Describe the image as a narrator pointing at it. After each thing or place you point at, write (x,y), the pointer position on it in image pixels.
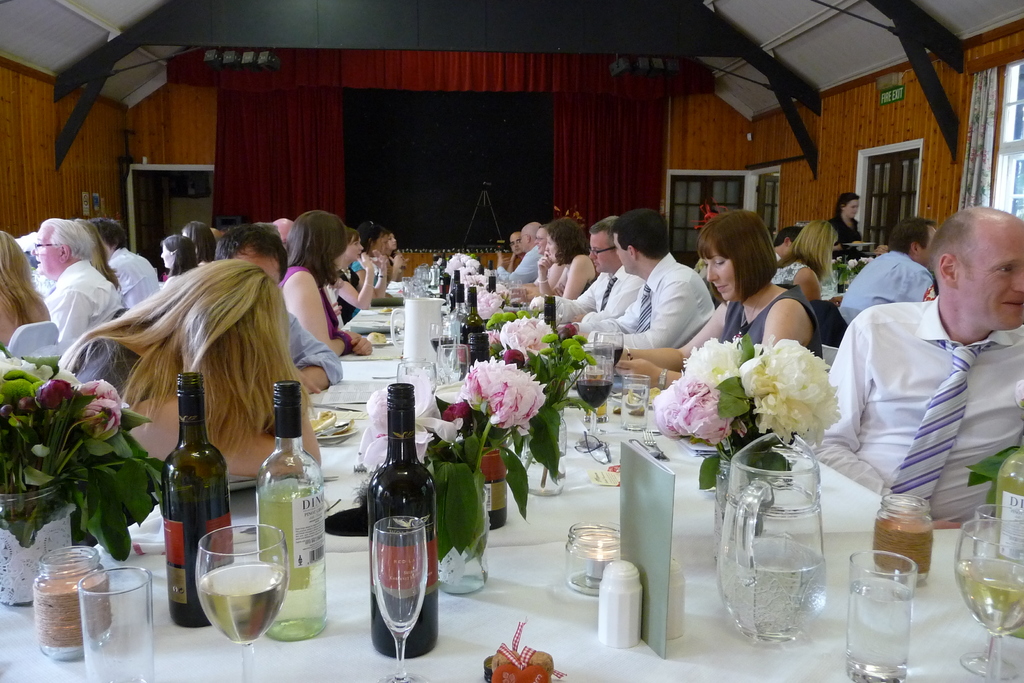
In this image, group of peoples (977,260) are sat on the chairs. In the middle (361,439), we can see white color table (543,574). On table (588,629), so many items (396,459) are placed. And the background (452,159), there is a black color screen (436,168) and red color curtain (317,166). On right side (1001,173), we can see glass windows (1001,155), wooden framed (878,168), sign board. On left side (88,192), wooden wall (88,192). Roof (778,28), we can see white color.
